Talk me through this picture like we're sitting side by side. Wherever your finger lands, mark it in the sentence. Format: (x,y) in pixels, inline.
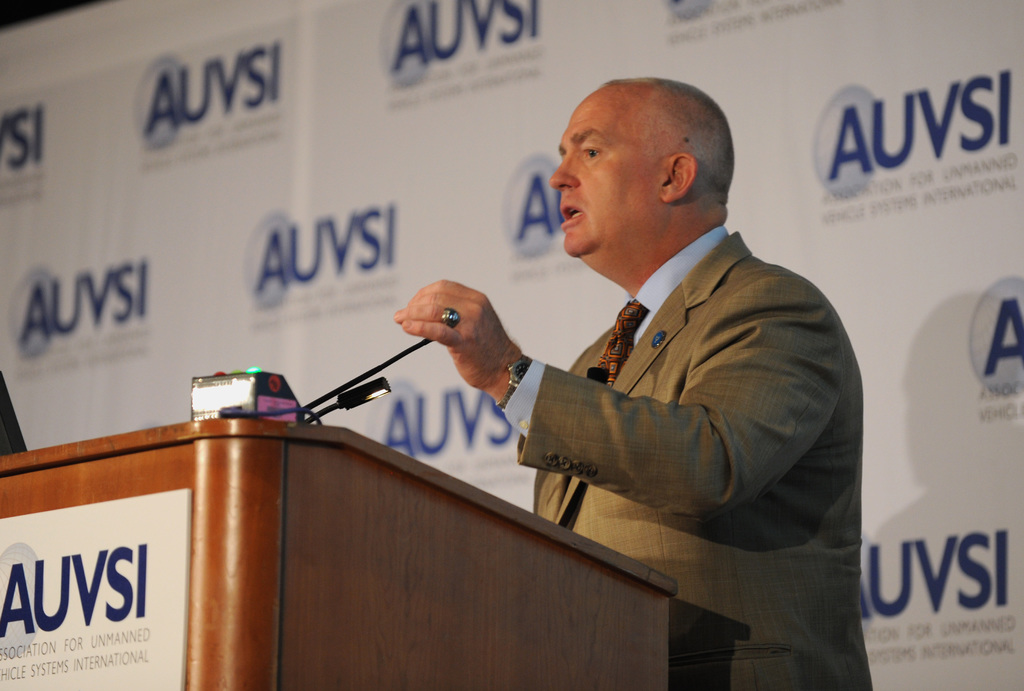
In this image, we can see a person (677,445) standing. We can see the podium (317,451) with some objects (231,396). We can see a board (134,576) with some text (116,598). In the background (922,350), we can see the whiteboard (925,327) with some images (1017,322) and text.
